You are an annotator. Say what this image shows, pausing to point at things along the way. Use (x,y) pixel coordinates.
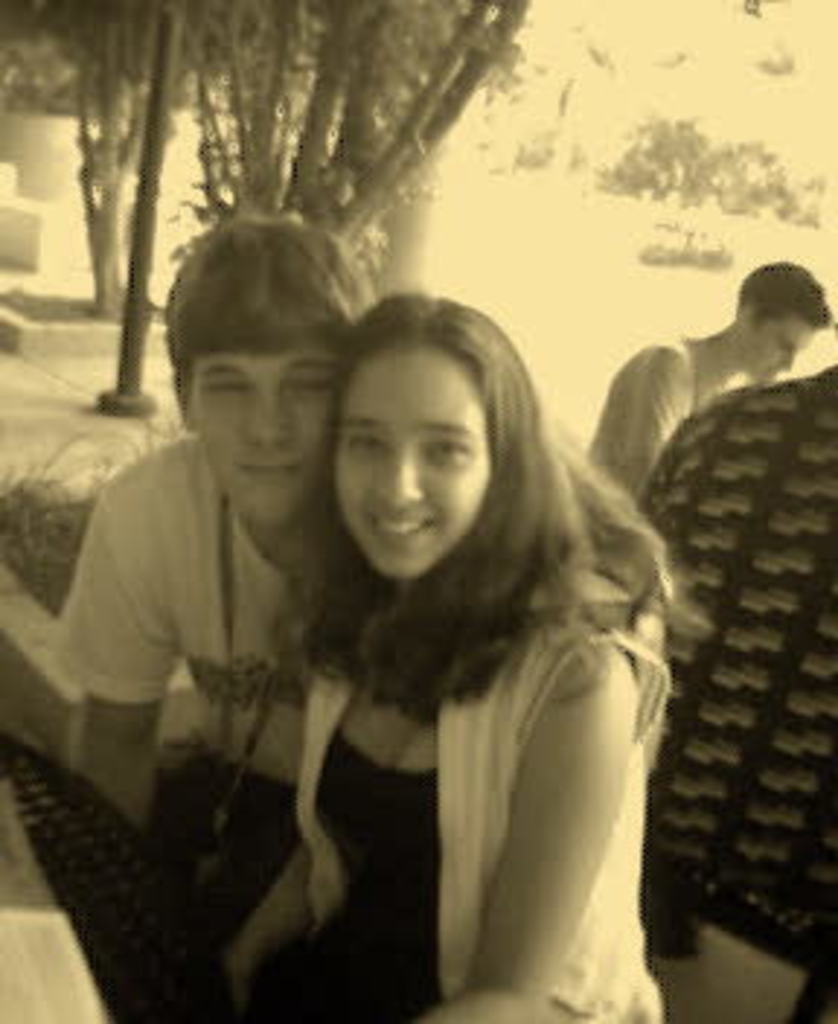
This picture shows people (403,554) seated and we see trees (22,54) and a man (190,607) wore id card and we see a chair (735,604).
